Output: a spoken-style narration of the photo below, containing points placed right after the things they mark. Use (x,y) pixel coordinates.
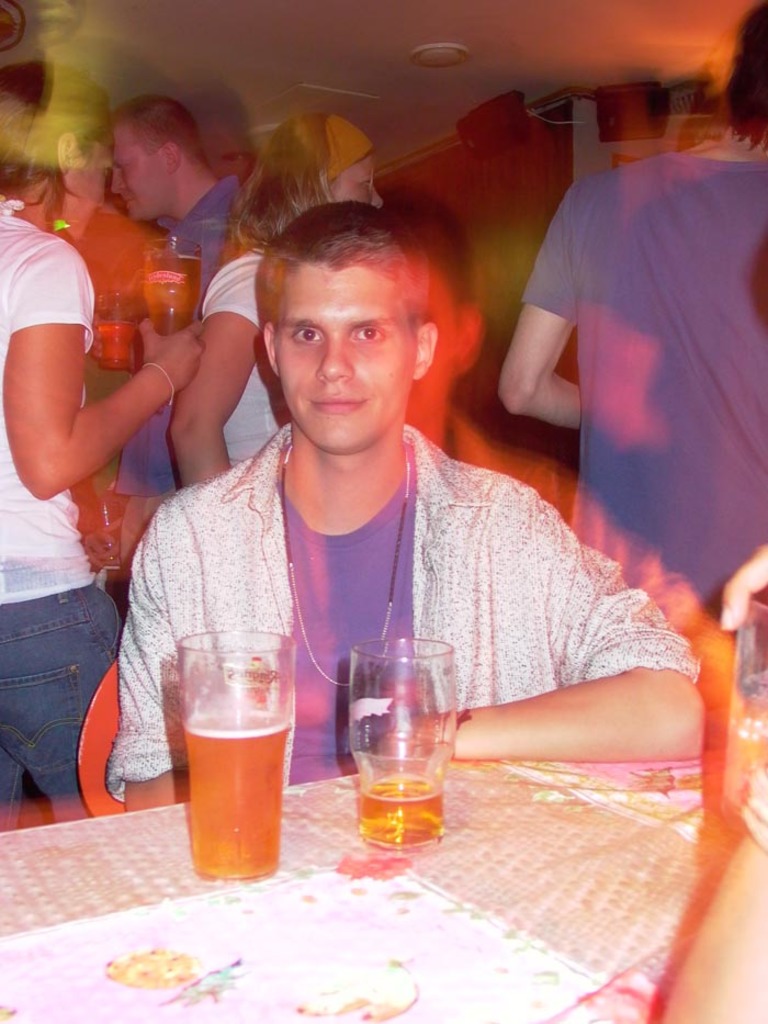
In this image a person (371,573) is sitting on the chair (108,733). Before him there is a table (370,861) having two glasses (382,814). Glasses (232,712) are filled with drinks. Left side (7,632) there is a person (48,468) wearing white shirt (6,340) is holding a glass (191,311) in his hand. A person (217,221) wearing blue shirt (221,205) is holding glass (107,332) which is filled with drink (106,360). There are few persons (509,353) standing. Behind them there is wall (451,148).
